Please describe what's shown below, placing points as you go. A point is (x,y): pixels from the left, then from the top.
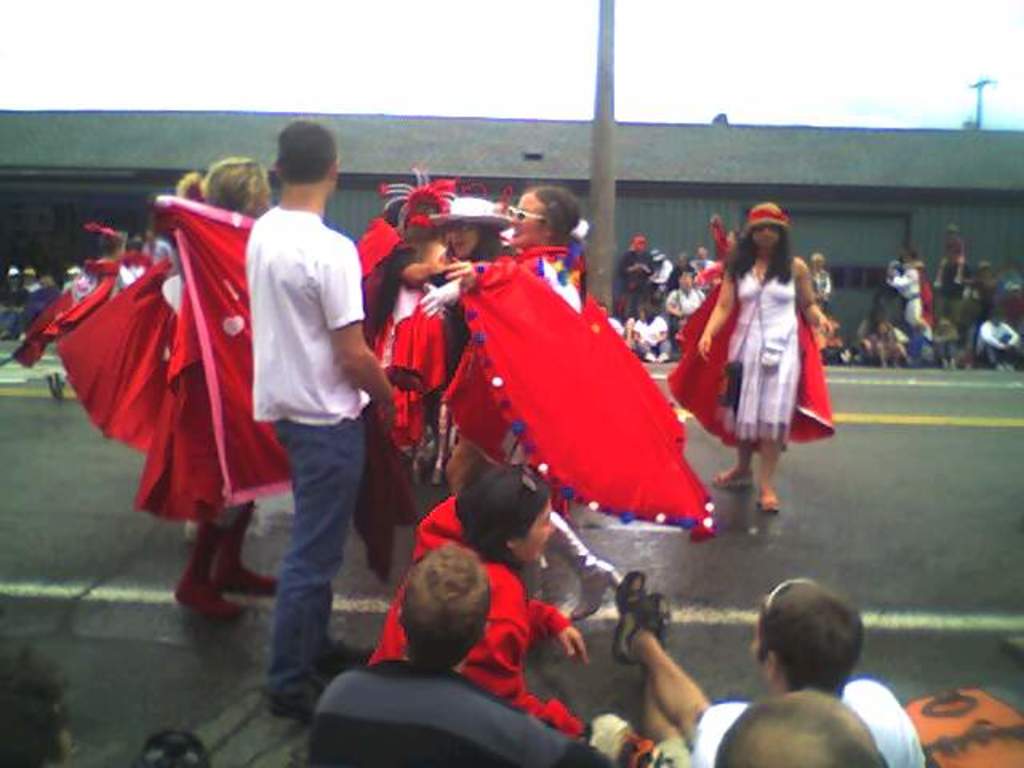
In this picture we can observe some people (259,482) standing on the road (74,479). We can observe red color costumes (393,365) in this picture. There are men (843,743) and women (787,304). We can observe a pole (613,162). In the background (22,149) we can observe a warehouse (584,165) and a sky (363,78).
